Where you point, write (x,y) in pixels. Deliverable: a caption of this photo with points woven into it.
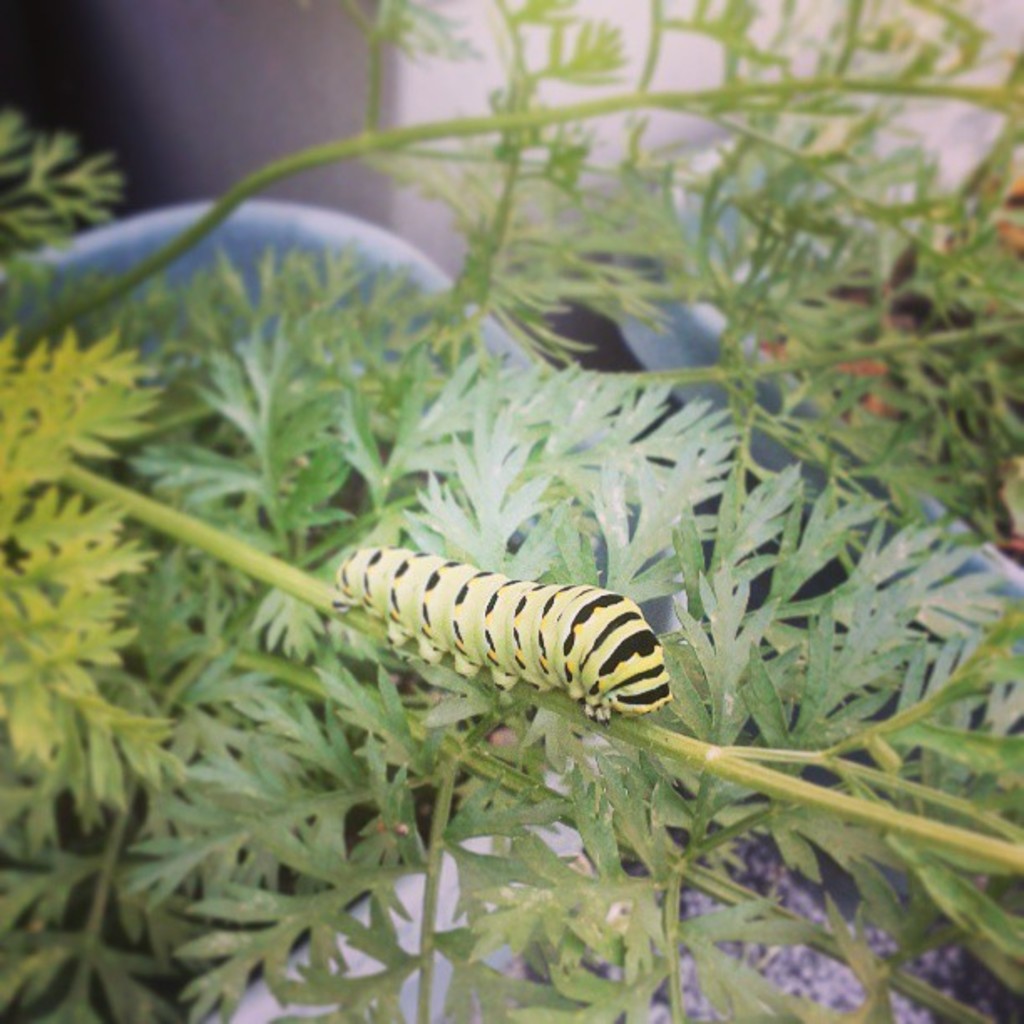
In this image I can see an insect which is in green and black color, and the insect (547,617) is on the plant (424,537). The plants (741,743) are in green color.
